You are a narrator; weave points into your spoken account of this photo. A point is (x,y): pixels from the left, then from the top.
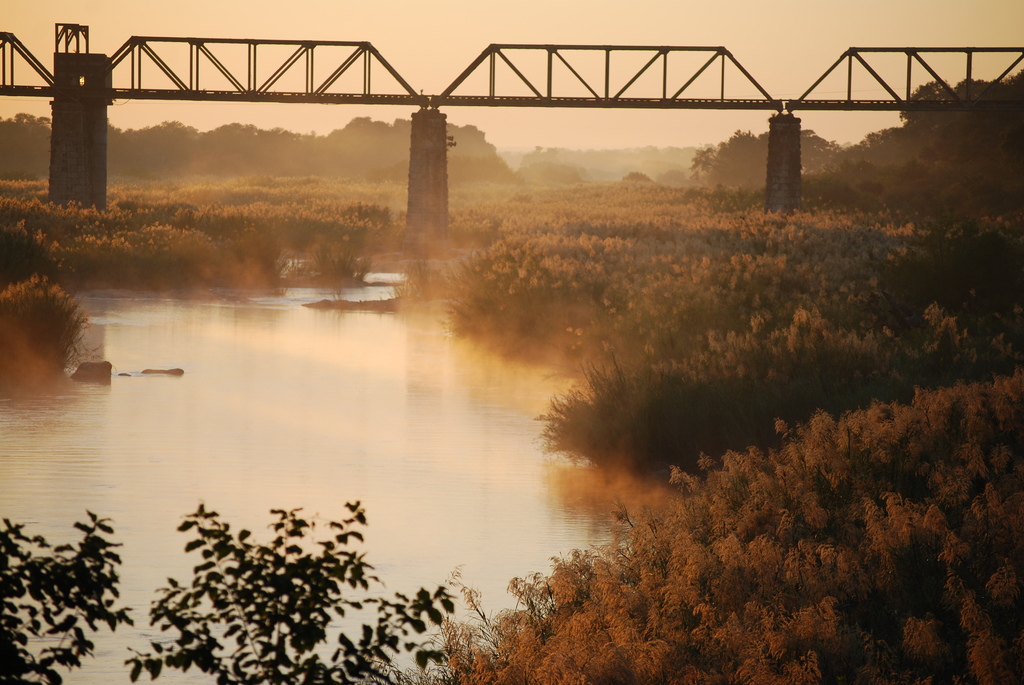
In this picture we can see water (325,373), few plants (702,304) and trees (729,170), also we can see a bridge (284,68).
